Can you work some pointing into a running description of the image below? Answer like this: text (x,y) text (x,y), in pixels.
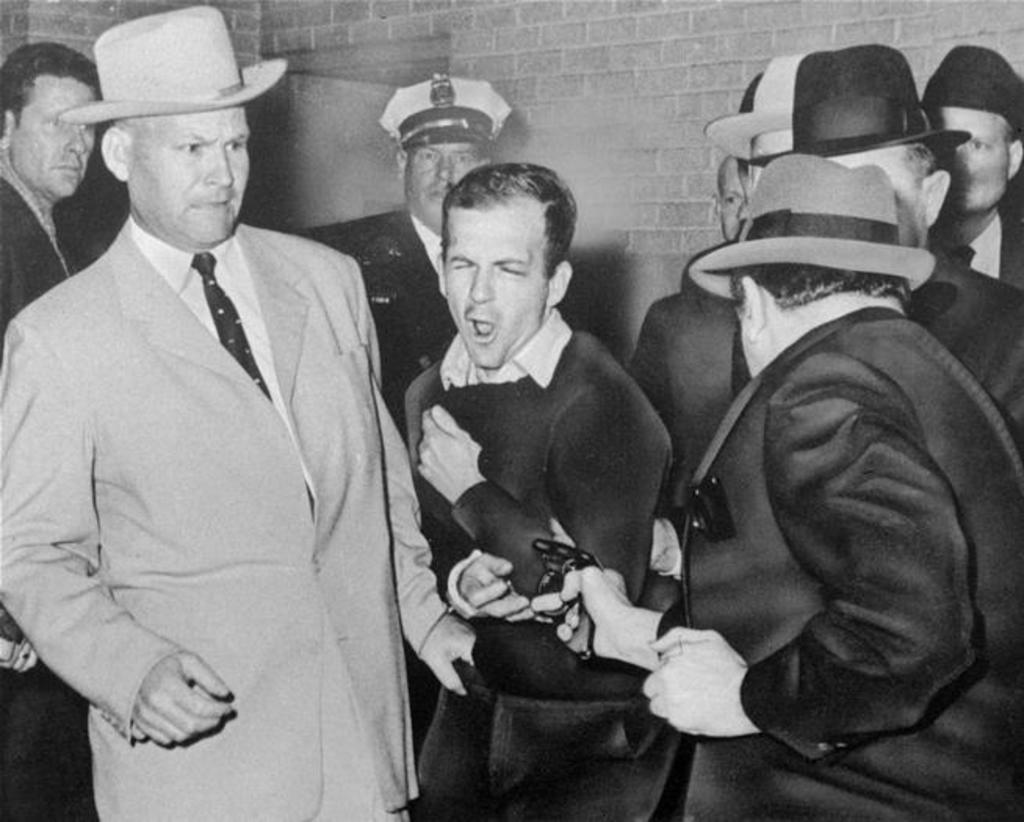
In this image I can see the black and white picture in which I can see few persons (625,416) are wearing black colored dress (768,431) and a person (254,586) wearing shirt (179,266), tie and blazer (184,339) are standing. I can see most of them are wearing hats (127,52) and a person (617,624) is holding a weapon (538,550). In the background (616,128) I can see the wall (582,74).
